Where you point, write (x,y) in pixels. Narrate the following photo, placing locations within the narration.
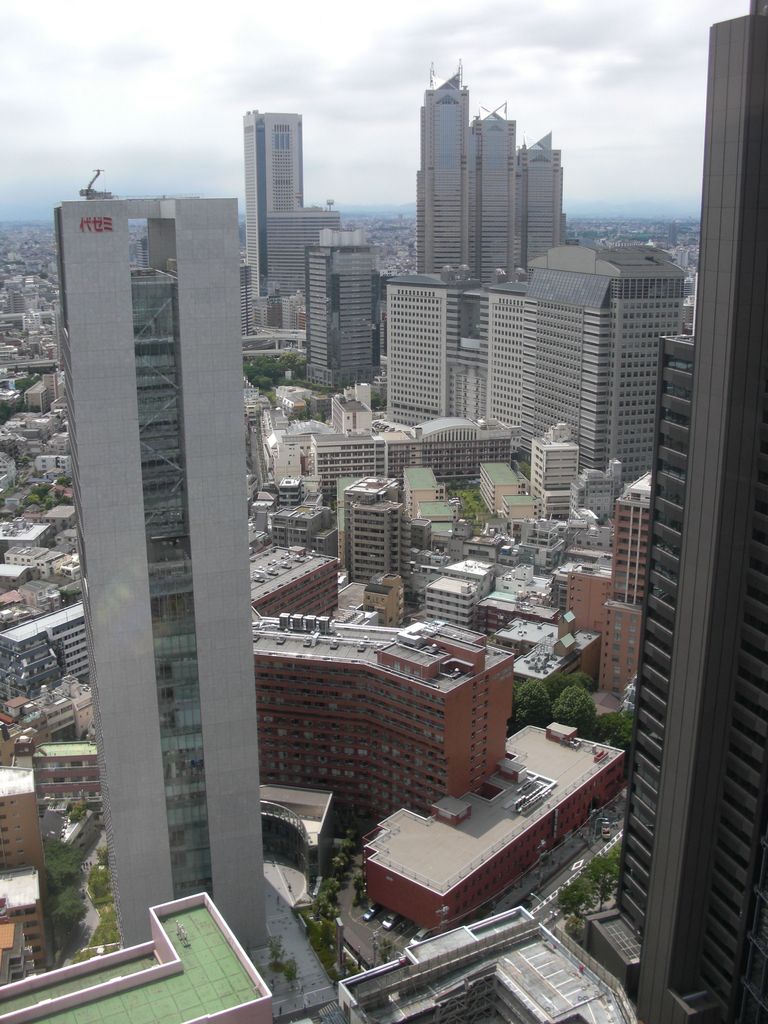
In this image we can see a group of buildings (502,659) with windows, a group of trees (538,700) and some poles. At the top of the image (563,79) we can see the sky (474,54).
